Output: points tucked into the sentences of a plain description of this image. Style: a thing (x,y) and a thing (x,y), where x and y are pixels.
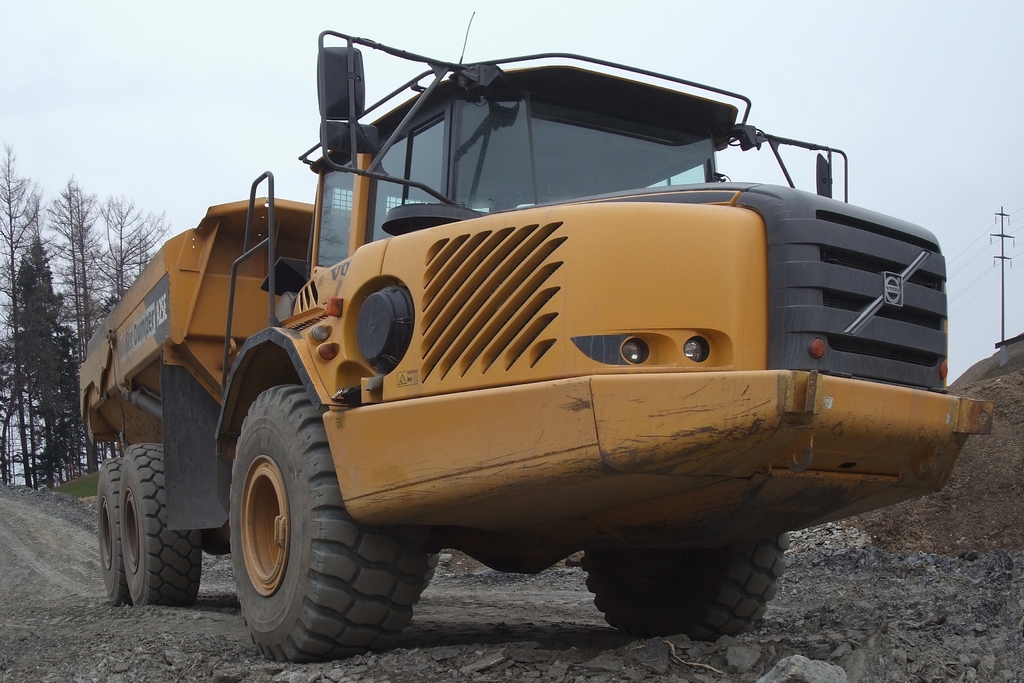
This image is taken outdoors. At the top of the image (296,86) there is the sky (878,129). In the background (38,437) there are a few trees (63,343) on the ground (1009,454). On the right side of the image (1004,310) there is a pole (1004,310) with a few wires (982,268). At the bottom of the image (136,651) there is a ground (541,645). In the middle of the image (416,328) a vehicle (329,480) is parked on the ground (808,553). The vehicle (369,532) is yellow in color.
